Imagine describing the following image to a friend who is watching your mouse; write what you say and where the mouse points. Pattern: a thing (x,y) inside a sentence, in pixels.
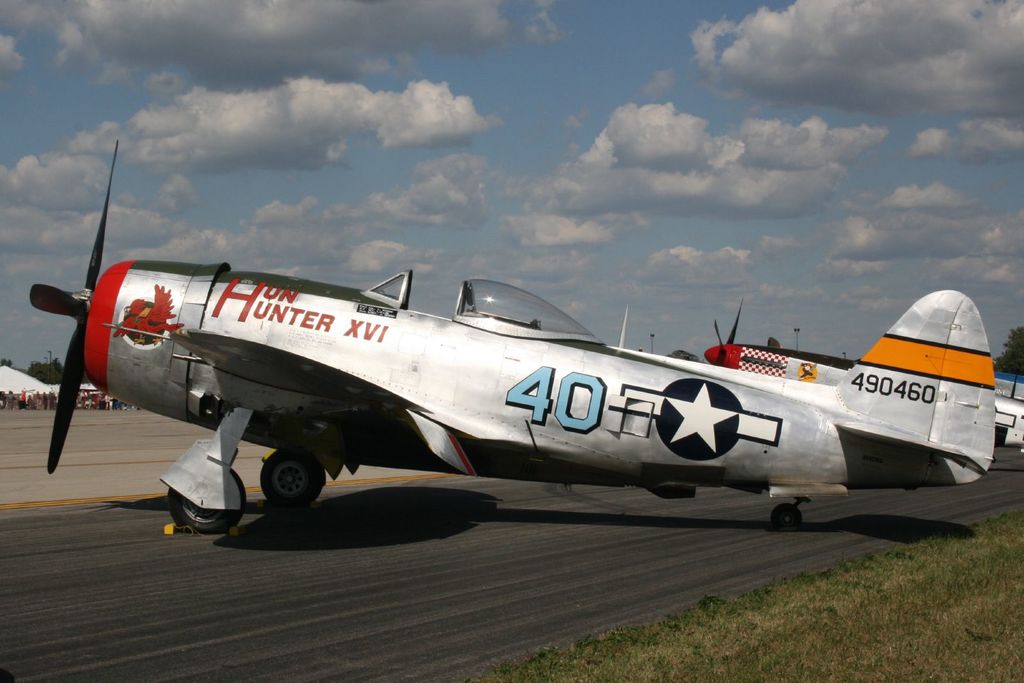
This is an outside view. Here I can see two aeroplanes (728,390) on the road (343,585). In the bottom right (895,631), I can see the grass (804,655). In the background (36,389) there are few people (36,401), a tent (25,376) and few trees (49,371). At the top of the image (501,116) I can see the sky (501,116) and clouds (272,111).
